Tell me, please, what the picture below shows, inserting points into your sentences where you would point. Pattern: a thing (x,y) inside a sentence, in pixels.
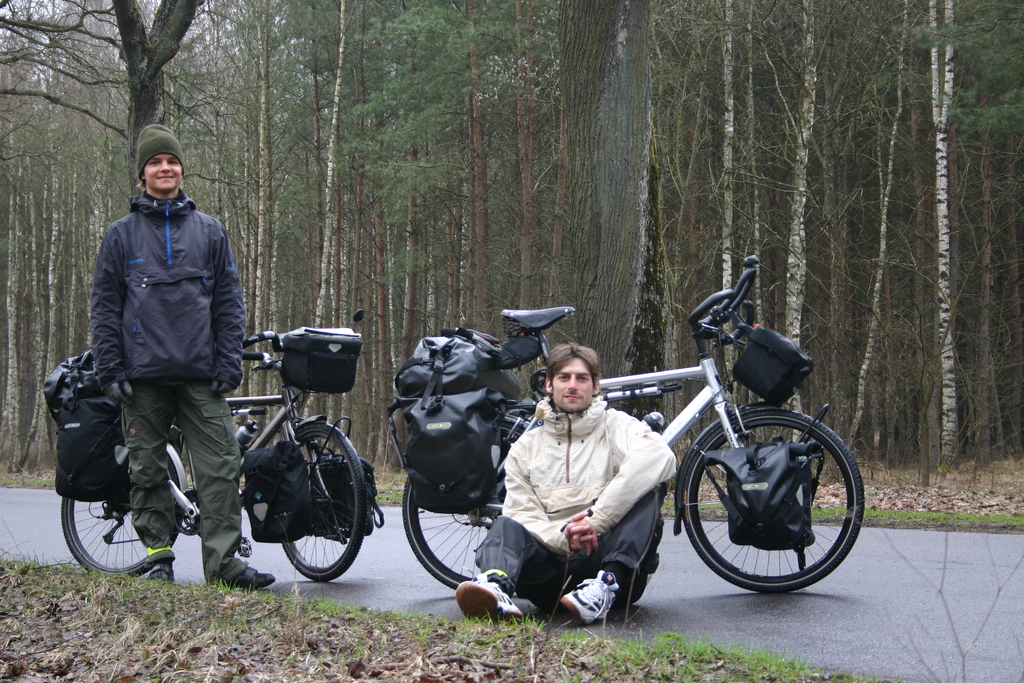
In this image there are two bicycles (168,456) are packed with luggage (479,456) on the road (664,586), in front of them there are two people (206,501), one is standing and the other is sitting. In the background (380,183) there are trees (682,183).
